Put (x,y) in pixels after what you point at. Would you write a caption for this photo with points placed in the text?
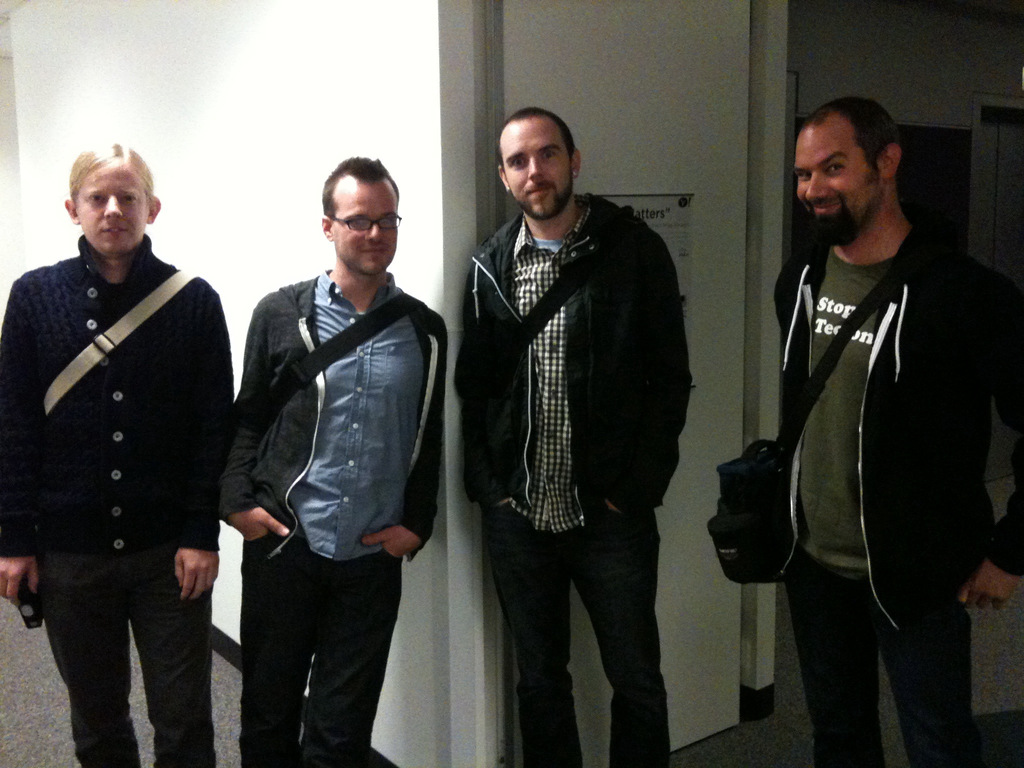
In the image we see 4 men (206,370) standing in front (383,226) and one of them is wearing spectacles (354,225) and we see that not everyone is smiling. In the background (228,116) there is a white wall (238,87).
